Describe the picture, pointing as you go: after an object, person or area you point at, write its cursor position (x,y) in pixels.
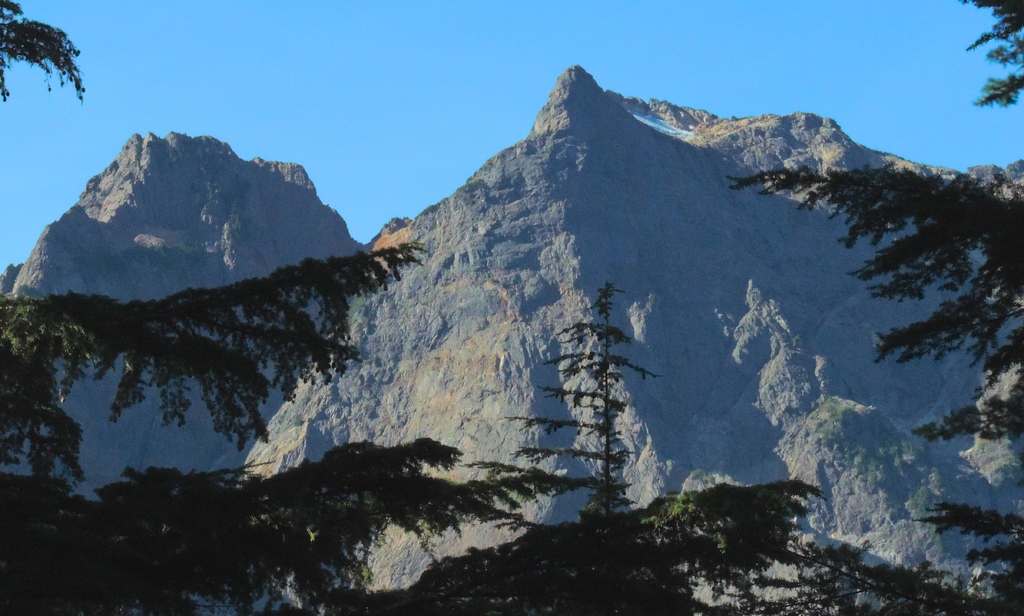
This is the outdoor picture. This are the rock mountains (606,275) in front of the rock mountains (272,249) these are the trees (70,518) background of the mountain (529,160) is the clean sky (388,72).
